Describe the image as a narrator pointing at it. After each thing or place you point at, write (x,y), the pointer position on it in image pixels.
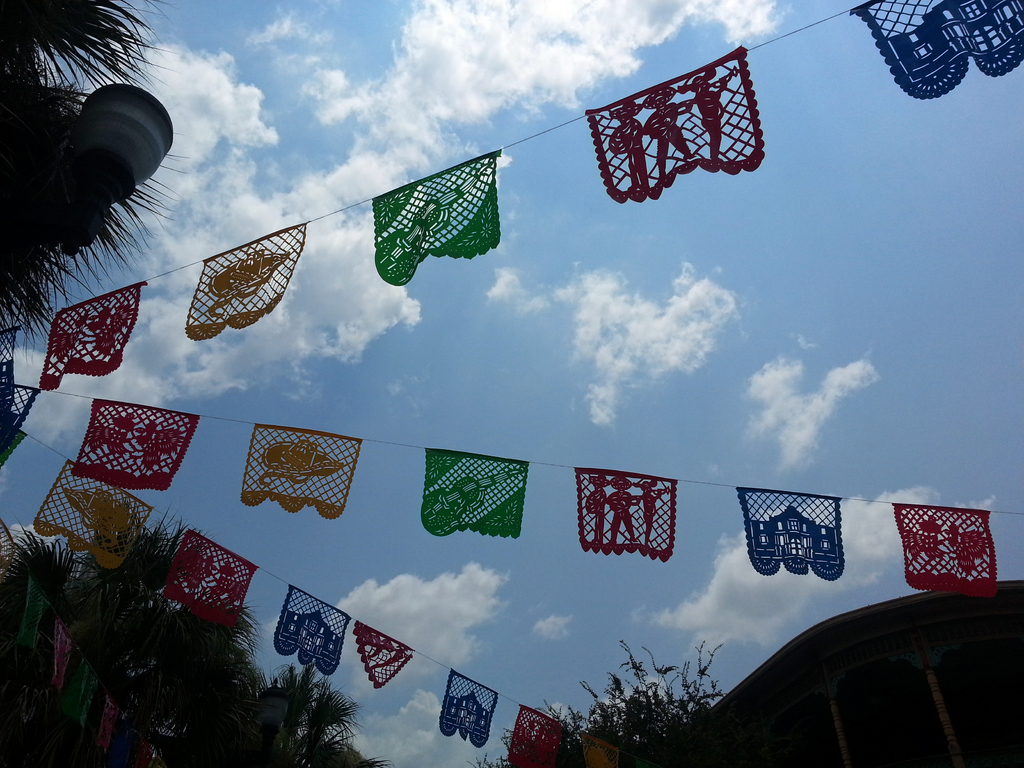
In this picture we can see few trees (40,645), light (112,163), building (912,609) and few flags (250,309), and also we can see clouds (372,316).
